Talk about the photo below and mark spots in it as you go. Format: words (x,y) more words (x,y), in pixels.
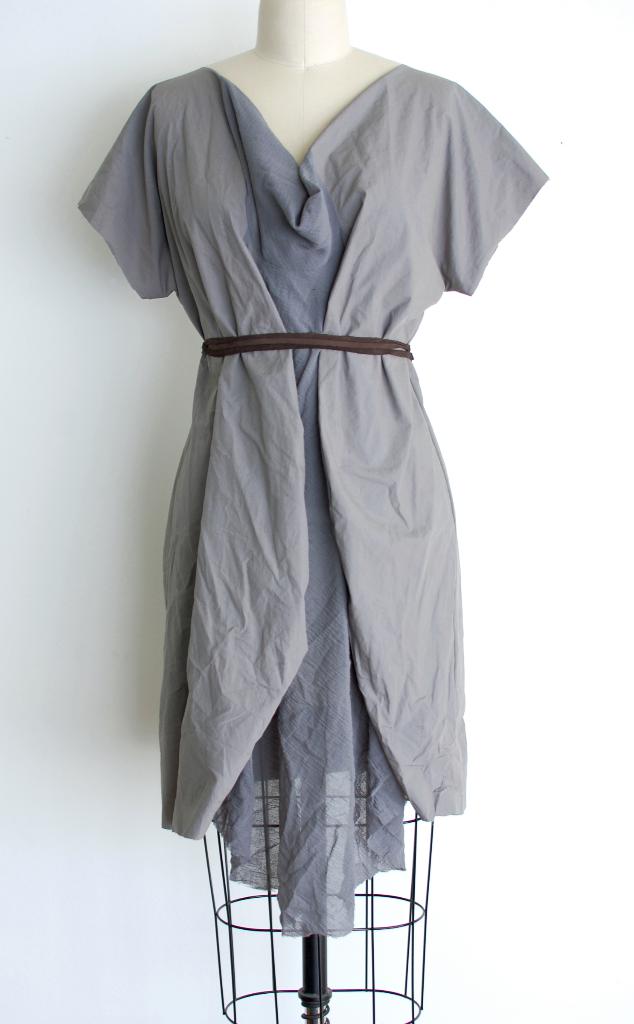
In this image we can see a mannequin (356,83) with a dress (317,470) and a white background (521,746).
